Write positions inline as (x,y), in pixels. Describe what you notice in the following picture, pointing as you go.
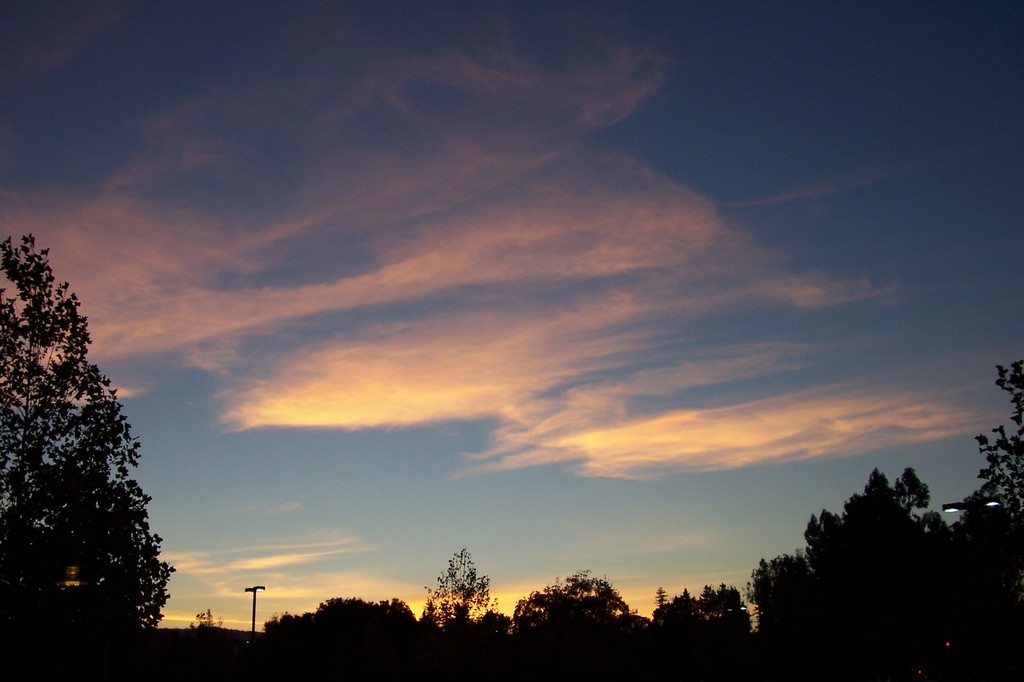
In this image there is the sky (479,236), there are clouds (590,330) in the sky (244,610), there is pole (253,625), there are street lights (259,590), there is a tree (62,480) truncated towards the left of the image (71,534), there is a tree (926,575) truncated towards the right of the image (1013,545).
